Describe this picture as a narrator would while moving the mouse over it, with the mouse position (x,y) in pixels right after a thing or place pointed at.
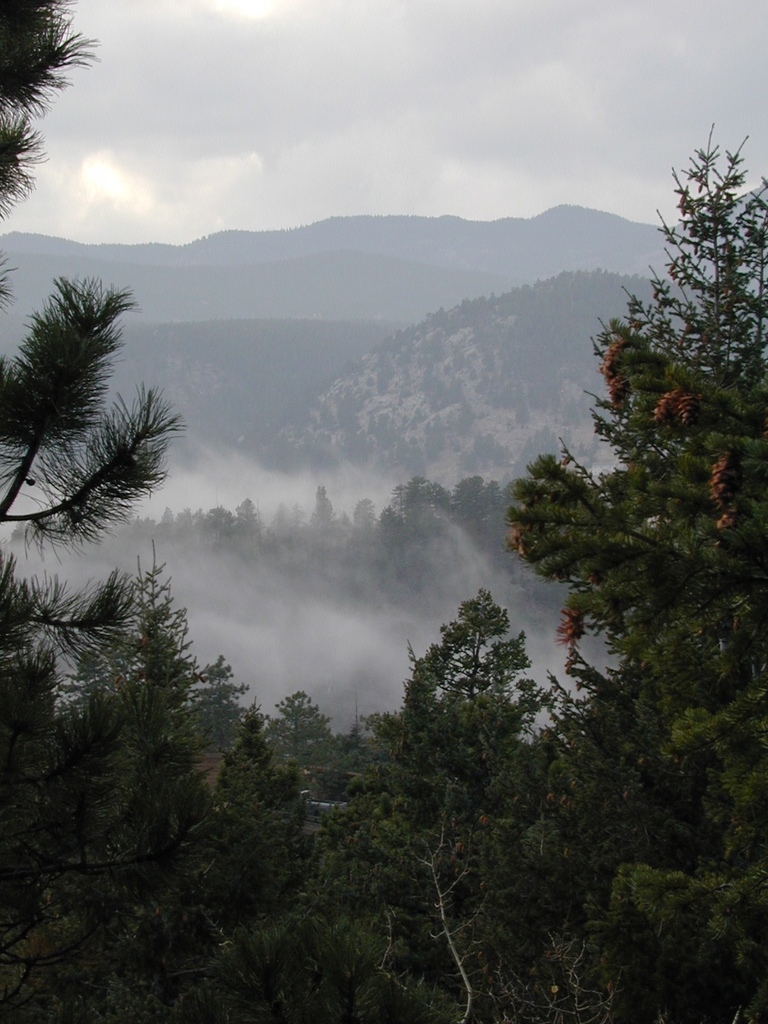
In this image, I can see mountains (430,330). These are the trees (613,355) with leaves (623,840) and branches (325,926). I think this is the fog (197,575). Here is the sky (356,108) with clouds (349,73).
